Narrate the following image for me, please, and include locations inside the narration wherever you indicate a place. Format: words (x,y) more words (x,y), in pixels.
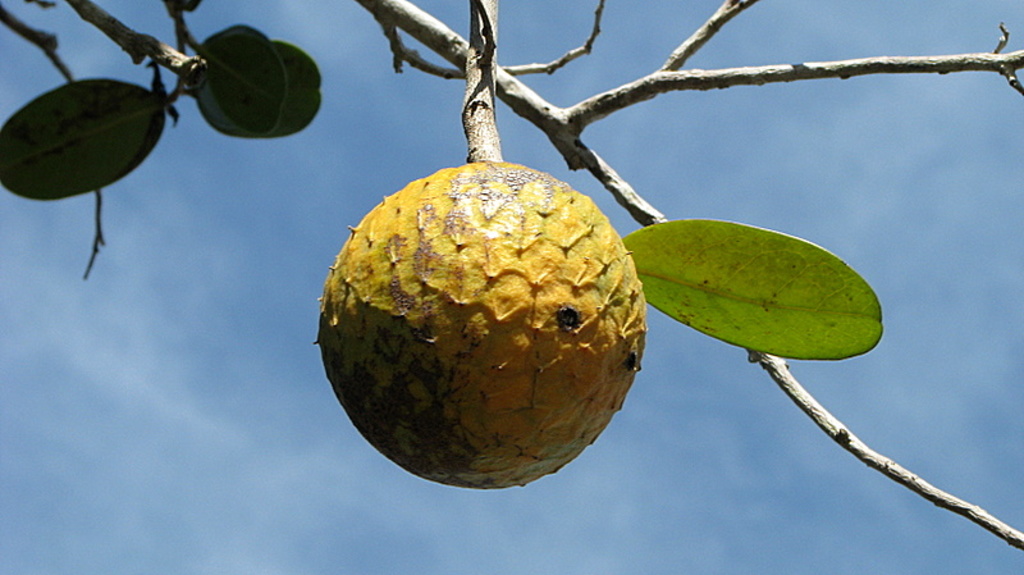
This image is taken outdoors. In the background (213,441) there is the sky (359,444) with clouds (207,456). In the middle of the image (475,279) there is a fruit (530,290) hanging on the stem (487,54) of a tree (453,46). There are a few green leaves (812,335) and stems (154,52).
